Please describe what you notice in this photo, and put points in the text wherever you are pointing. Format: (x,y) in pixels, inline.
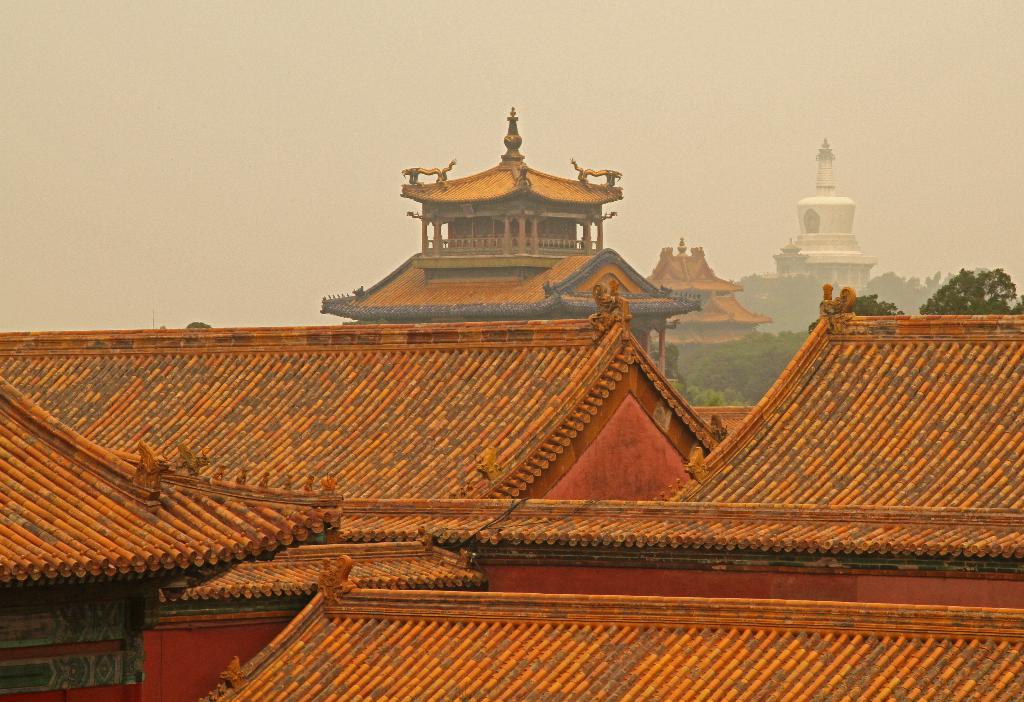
In this image there are few ridge (877,424) of the houses (611,449) in the background (522,312) there are three big houses (570,263) and there are trees (753,336).
